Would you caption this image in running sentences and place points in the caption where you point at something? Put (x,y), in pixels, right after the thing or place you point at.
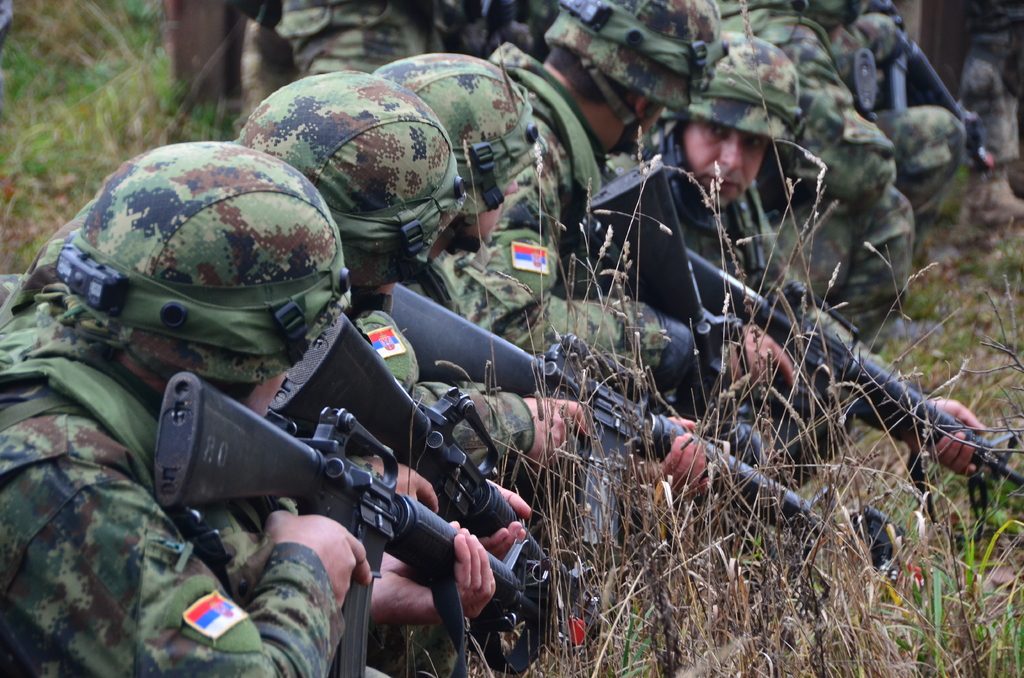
In the picture I can see these people (271,512) wearing army uniforms (128,499) and helmets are kneeling on the ground (1001,242) and holding weapons (488,469) in their hands (339,540). Here we can see the grass (21,94) and the background of the image (73,121) is slightly blurred.
